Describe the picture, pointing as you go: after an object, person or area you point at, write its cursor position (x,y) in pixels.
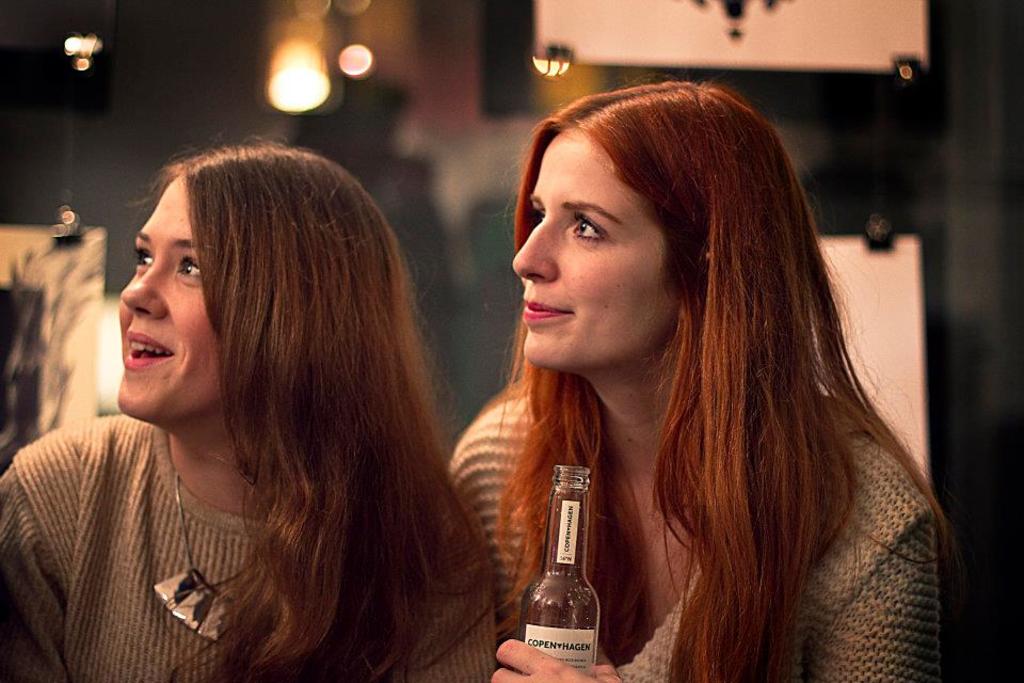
In this image there are two women (339,468) smiling and looking to the left side of the image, one of them is holding a bottle (577,596). The background (22,332) is blurry.
